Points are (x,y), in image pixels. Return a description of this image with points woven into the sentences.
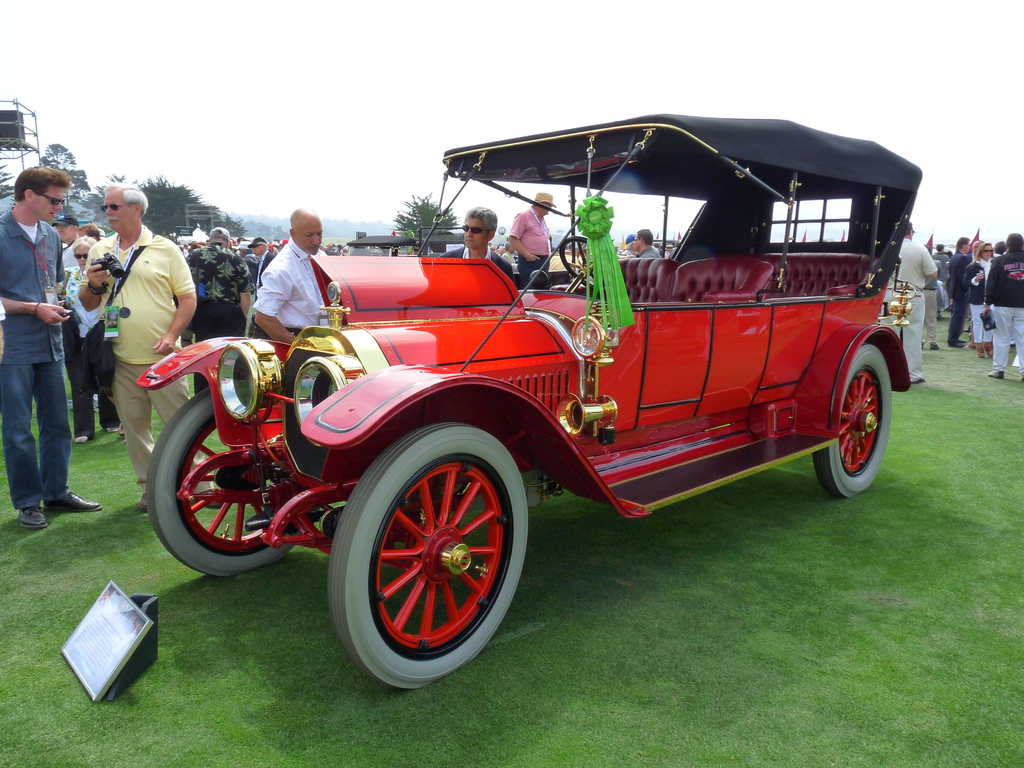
In this picture, we can see a few people (30,241) on the ground (435,611), we can see the ground (258,687) with grass (277,701), poster (117,608), trees (164,195), and we can see a car (284,401), and we can see metallic object (36,148) on the left side of the picture (6,134), we can see the sky (662,109).
